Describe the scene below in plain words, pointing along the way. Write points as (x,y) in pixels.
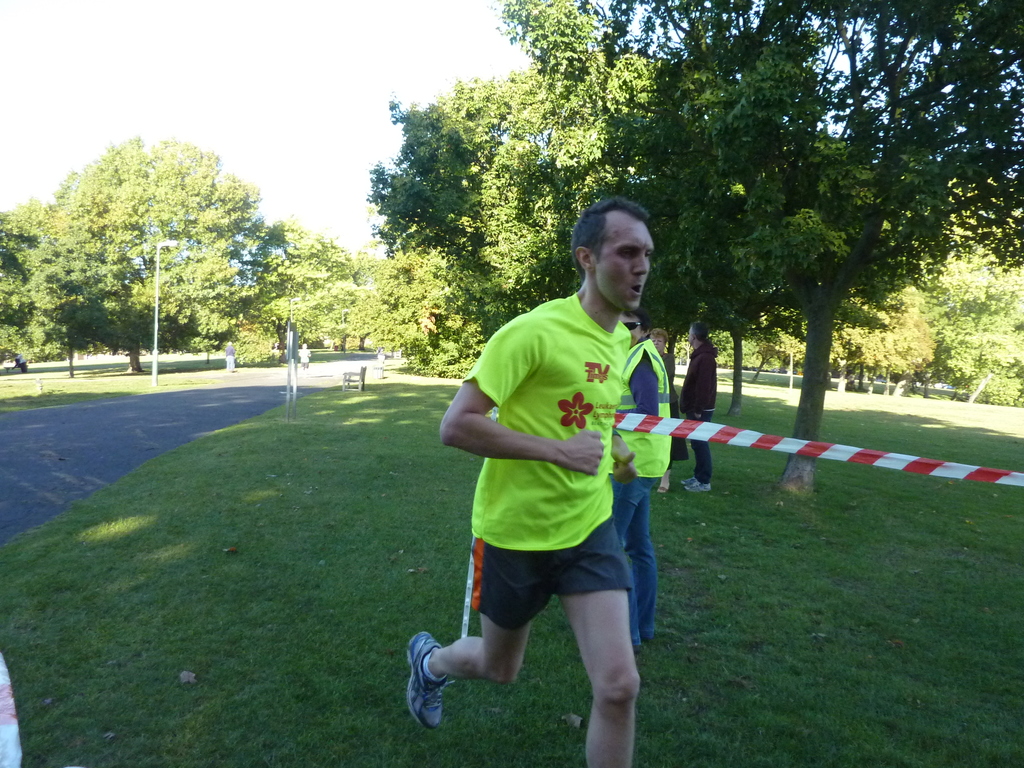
This is a ground (803,664). In the foreground (546,544) a man (544,465) wearing t-shirt (571,397), short (592,577) and running towards the right side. At the back of this man (592,459) three persons (657,387) are standing. In the background (722,229), I can see many trees (322,257). On the left side (89,438) there is a road (250,396). In the background (229,362), I can see two persons (229,348). At the top (224,62) I can see the sky (286,70).
